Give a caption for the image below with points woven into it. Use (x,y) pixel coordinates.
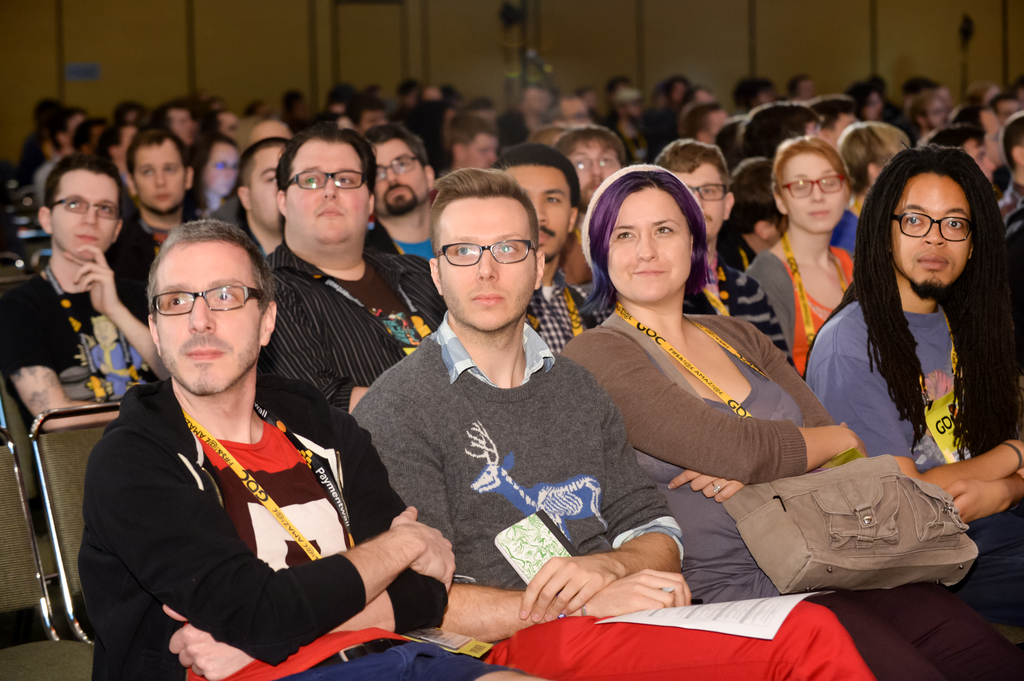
In this picture we can see a group of people (188,459) sitting on chairs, bags (840,571), spectacles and in the background (992,79) we can see the wall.
